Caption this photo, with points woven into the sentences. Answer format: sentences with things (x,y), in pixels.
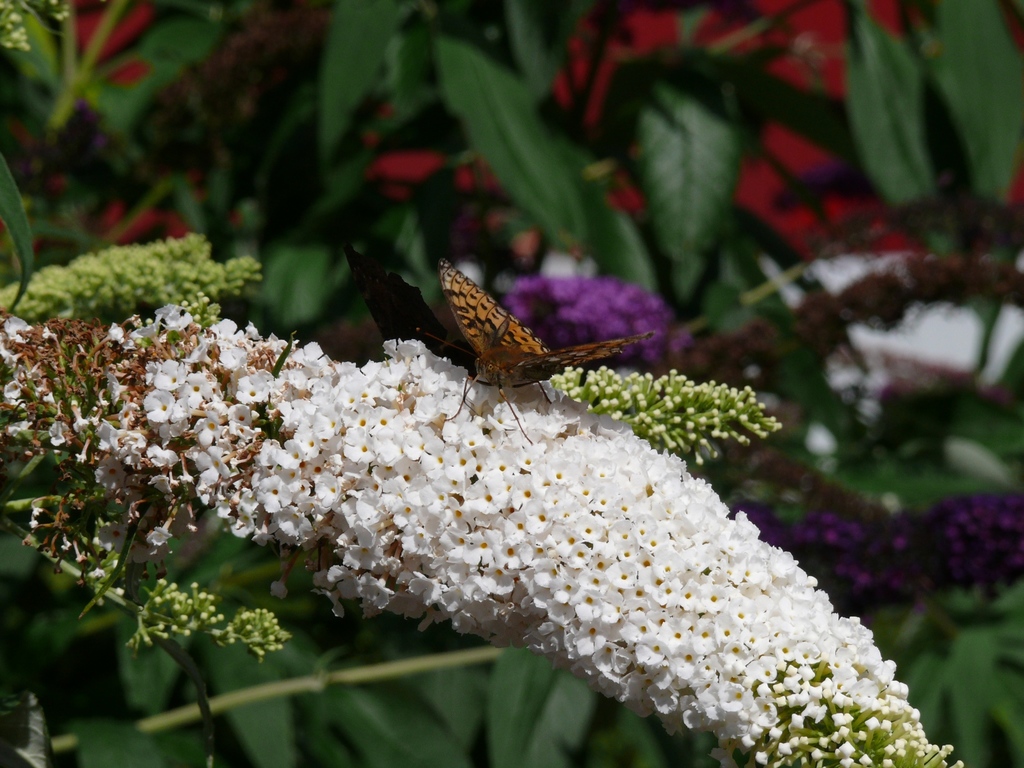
There are white color flowers (679,605). On that there is a butterfly (531,348). In the back (578,302) there are flowers (591,290) and leaves (946,646). And it is blurred in the back (669,272).
